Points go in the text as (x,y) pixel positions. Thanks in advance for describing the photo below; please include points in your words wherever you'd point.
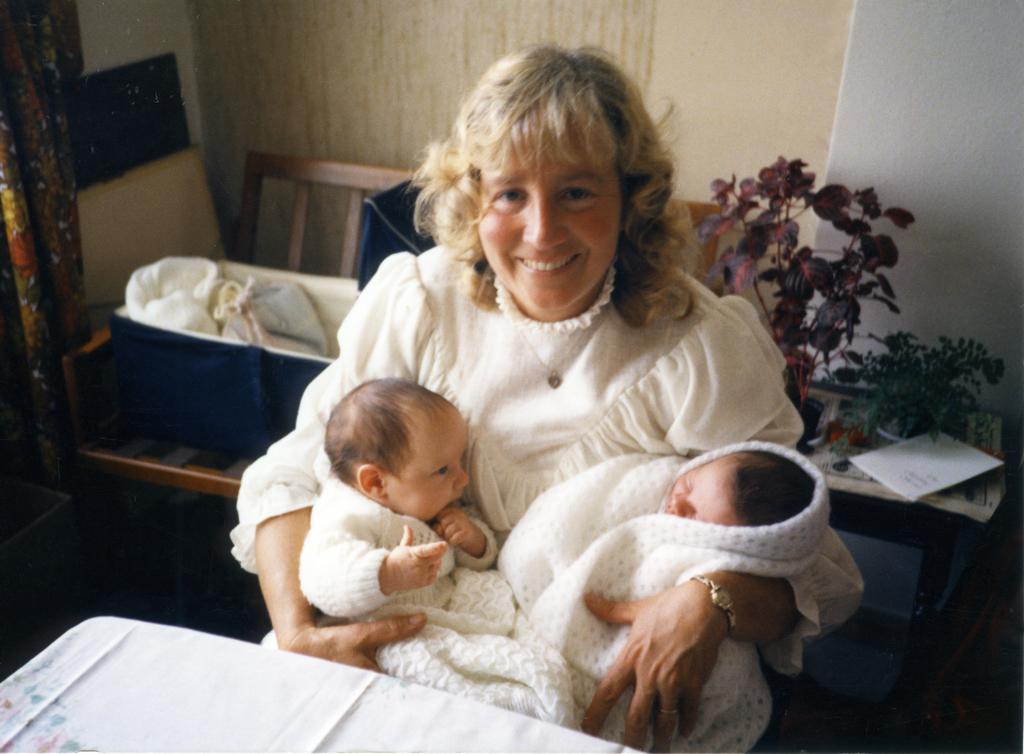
This image is taken indoors. At the bottom of the image (150,680) there is a table (241,696) with a tablecloth (173,724). In the middle of the image (372,314) a woman (719,407) is sitting on the chair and she is holding two babies (438,557) in her hands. They are covered with a scarf (543,608). In the background (57,400) there is a wall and a curtain (53,179). There is an empty chair (105,383) and a table (880,488) with a flower vase (828,328) on it.
